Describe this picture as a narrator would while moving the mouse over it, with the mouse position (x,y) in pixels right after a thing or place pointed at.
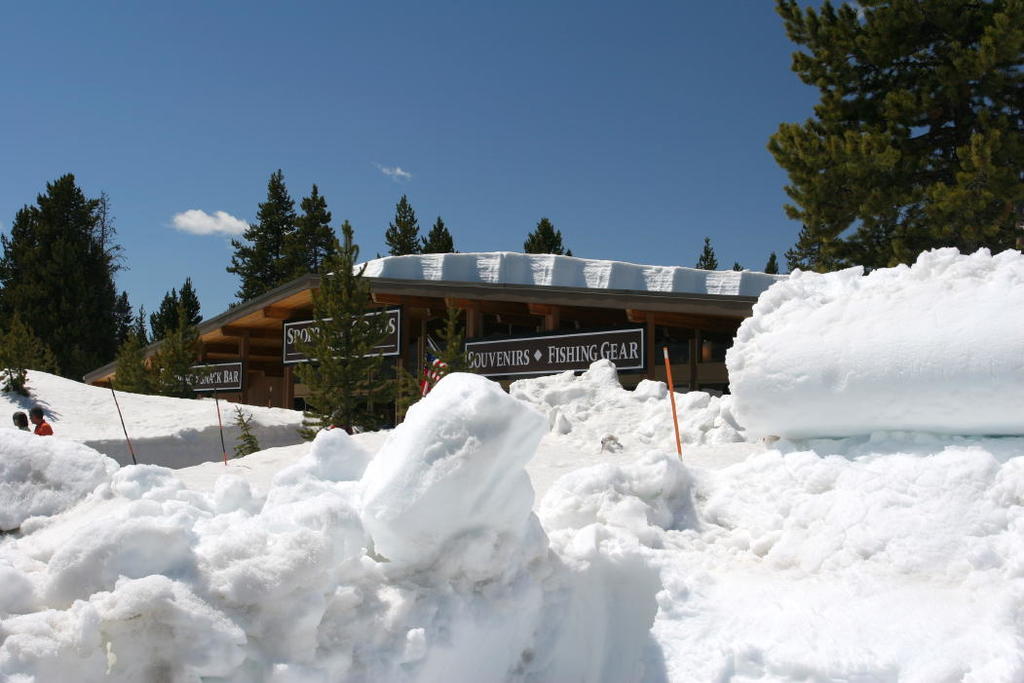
In the foreground of this image (372,625), there is the snow (650,526) and the few poles (676,433) on it. In the background (851,161), there are trees (556,247), a shelter (708,303), sky (527,63) and the cloud (198,225).
